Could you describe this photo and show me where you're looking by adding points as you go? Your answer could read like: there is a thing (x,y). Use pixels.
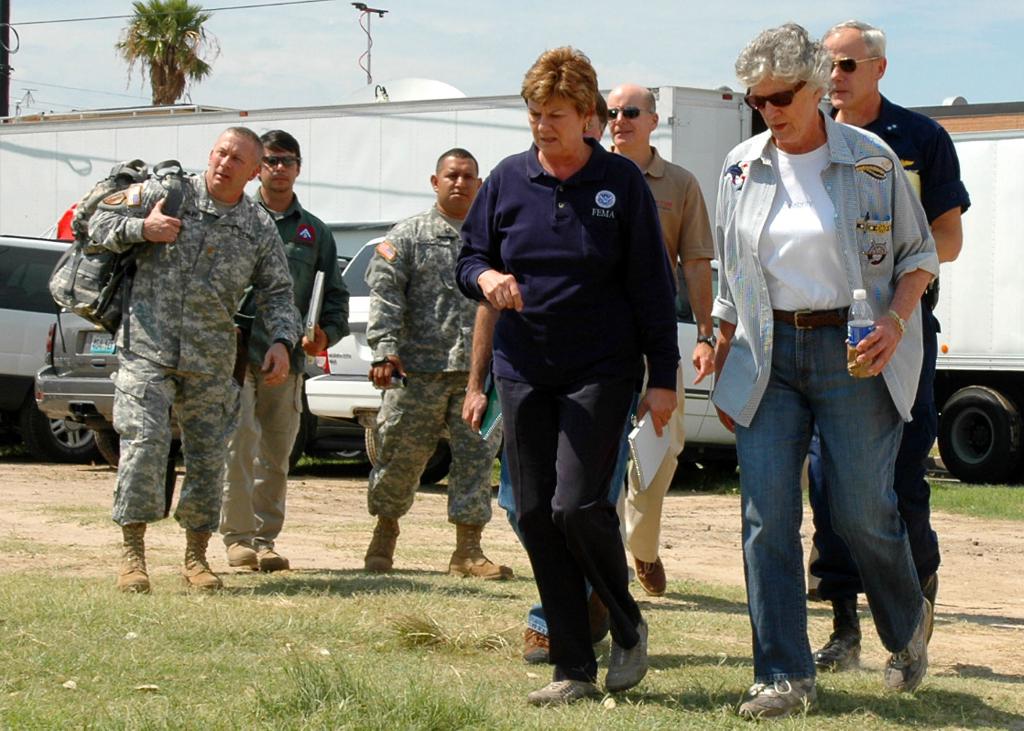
There are persons (514,440) in different color dresses (918,317) on the ground (288,576) on which, there is grass (415,655). In the background (1002,440), there are vehicles (1002,440), there is a tree (160,57), there is a pole (5,21) and there are clouds (305,16) in the blue sky (571,1).
